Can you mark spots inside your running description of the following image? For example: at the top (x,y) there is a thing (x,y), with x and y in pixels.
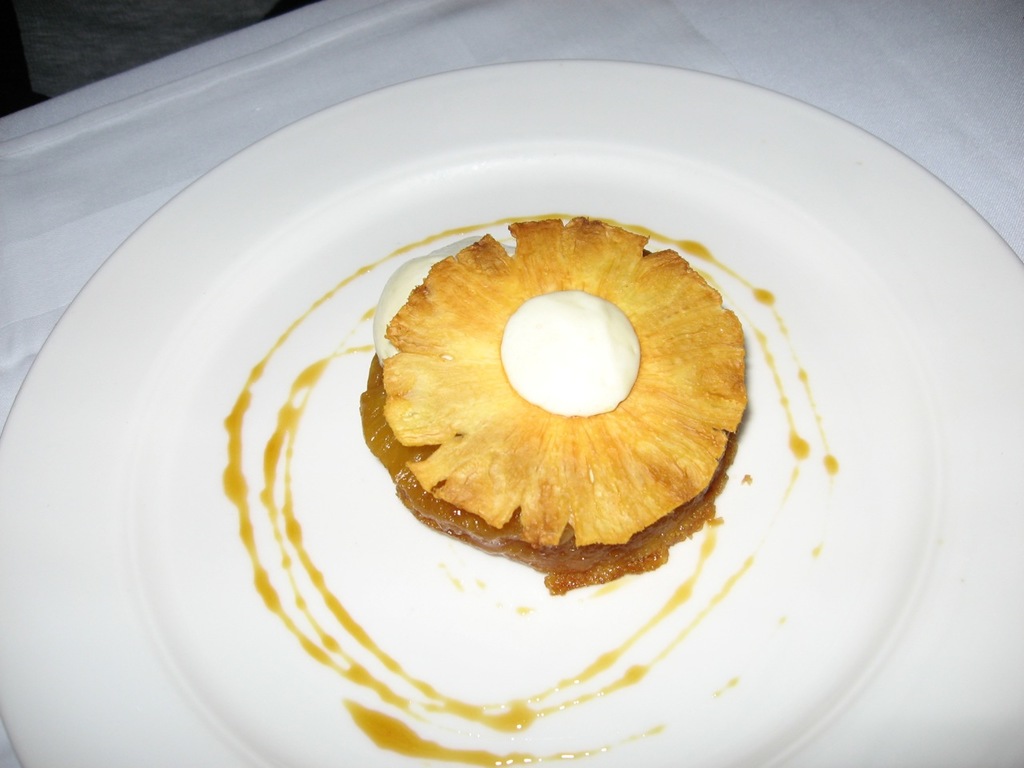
In the picture there is a table (3,765), on the table (20,351) there is a plate (445,740) with the food item (611,284) present.
